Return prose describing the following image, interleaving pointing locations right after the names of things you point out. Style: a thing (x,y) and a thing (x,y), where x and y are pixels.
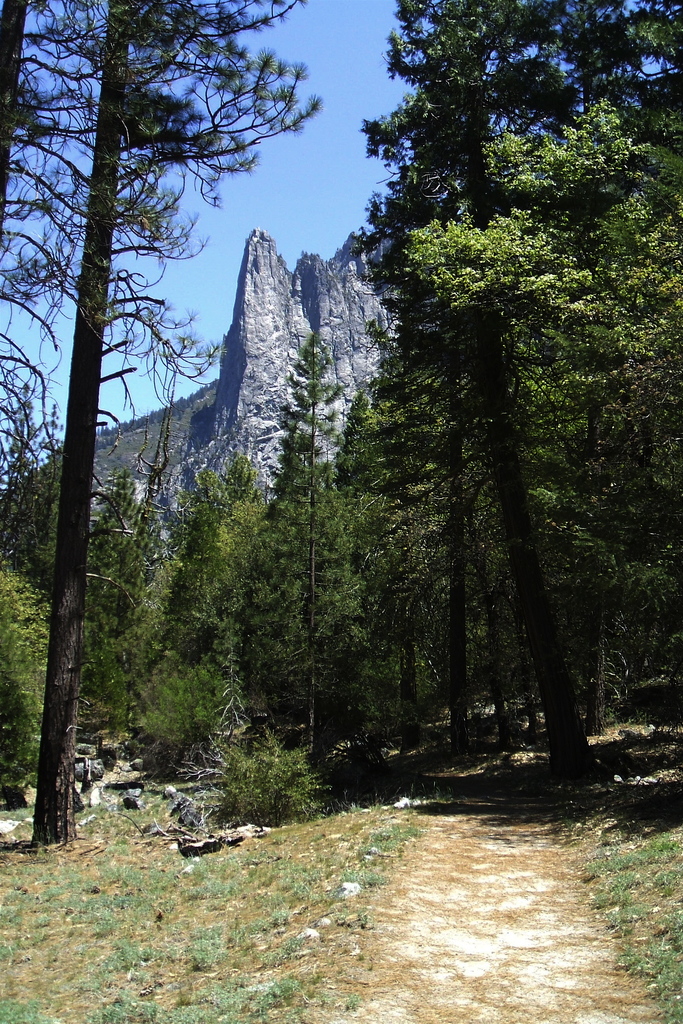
There is a road (455,853). On the sides of the road (507,885) there are trees (235,556). On the ground (180,896) there is grass (625,864). In the back (257,403) there are hills (266,371) and sky (221,233).
